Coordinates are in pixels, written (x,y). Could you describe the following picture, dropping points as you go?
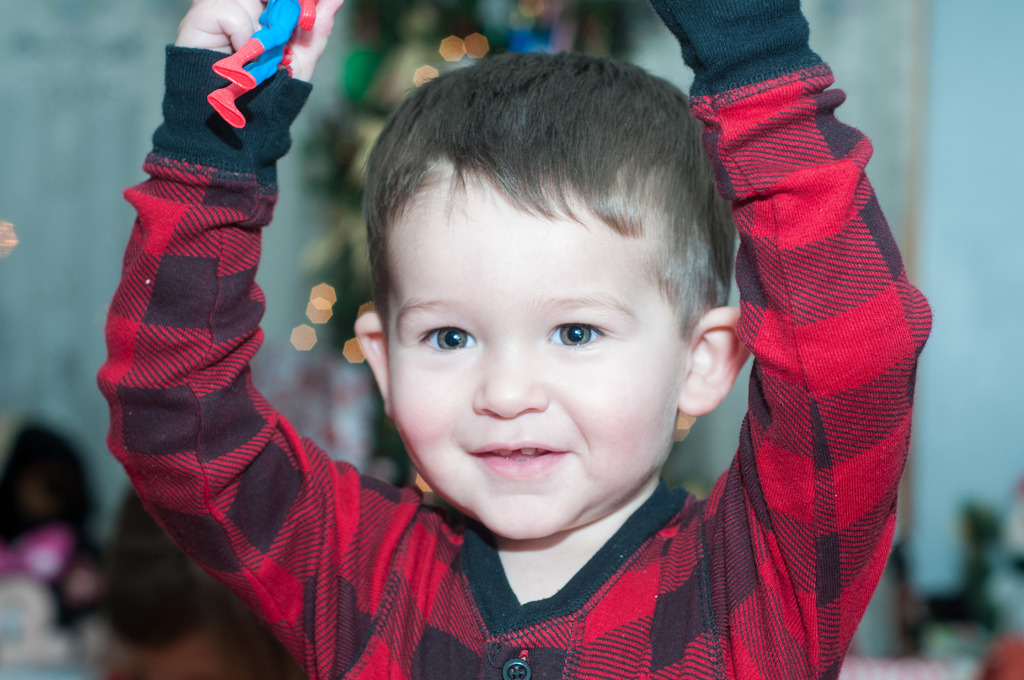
Here, we can see a kid (177,527) standing and smiling, there is a blur background (1008,237).
